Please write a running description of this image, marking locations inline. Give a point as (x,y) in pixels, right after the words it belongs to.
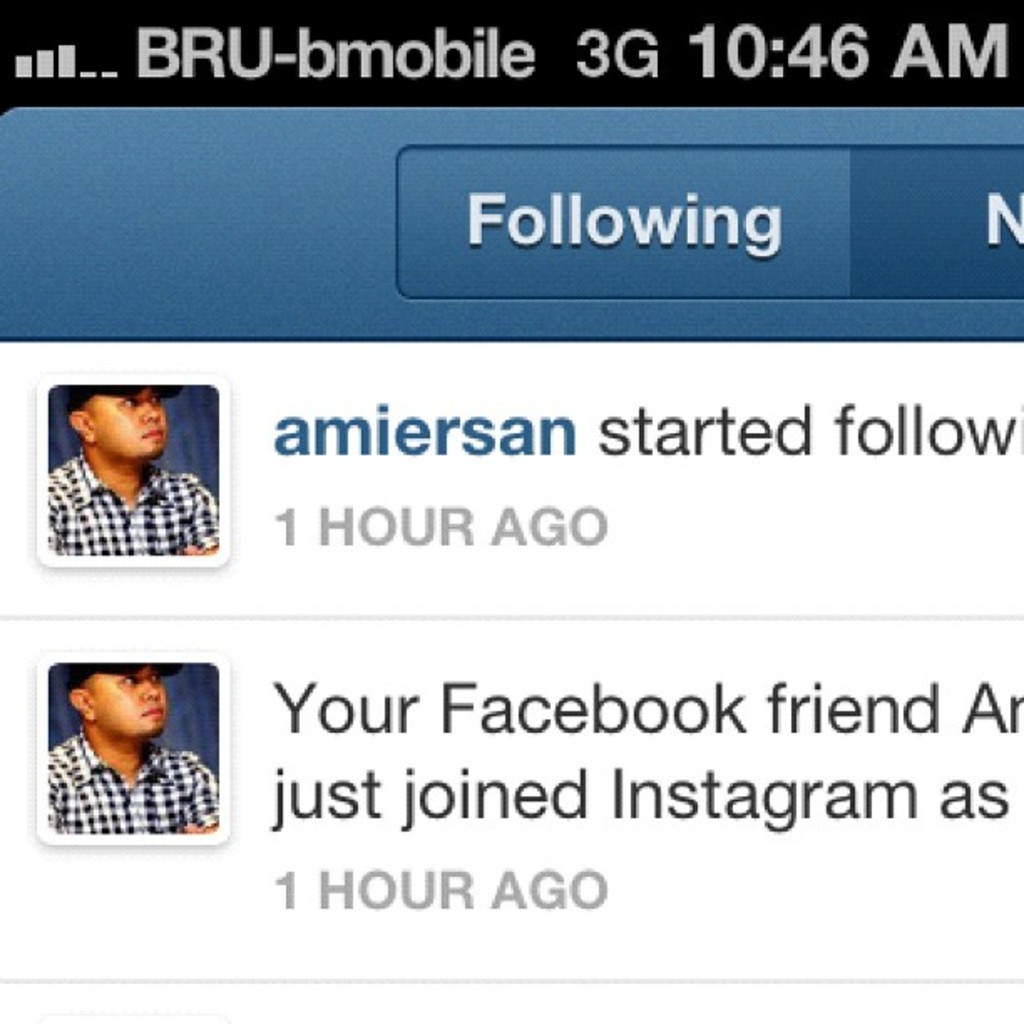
In this image we can see the mobile screen (645,458) with the text (317,438) and also the person images (134,450).
